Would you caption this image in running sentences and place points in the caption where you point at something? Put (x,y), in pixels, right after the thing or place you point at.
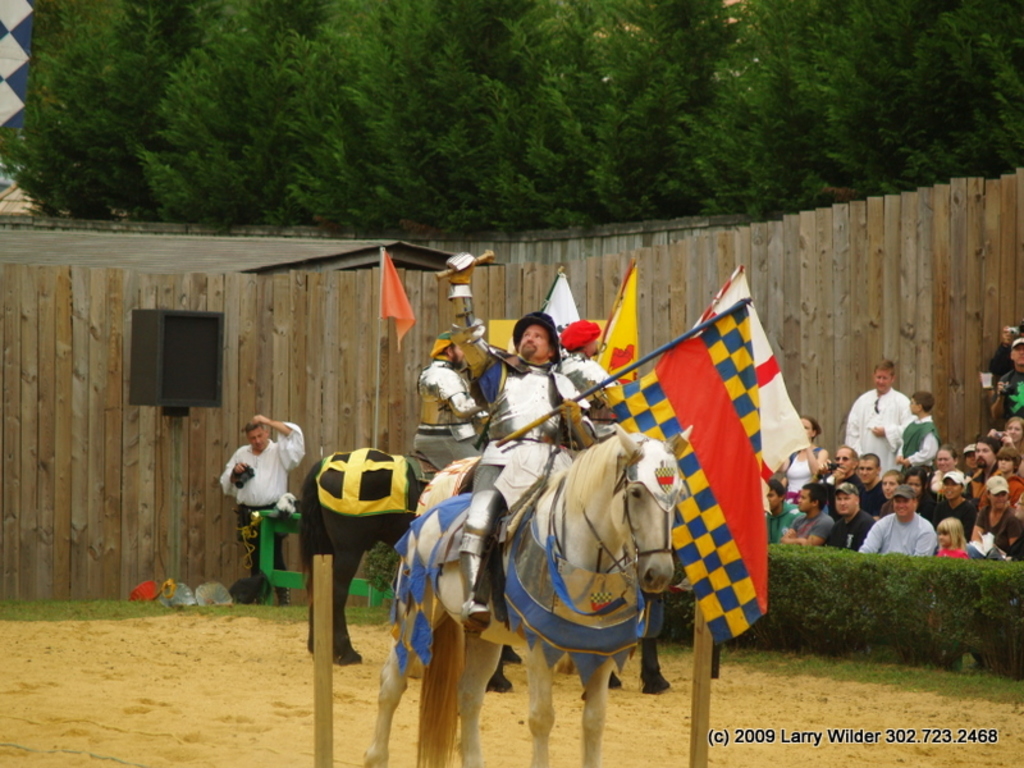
In the center (600,373) we can see three persons (558,357) were sitting on the horse (602,496) and they were holding flags (724,435). In the background (294,163) there is a tree (441,169), wood wall (240,386), monitor (188,370), grass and few persons (951,484) were sitting.
